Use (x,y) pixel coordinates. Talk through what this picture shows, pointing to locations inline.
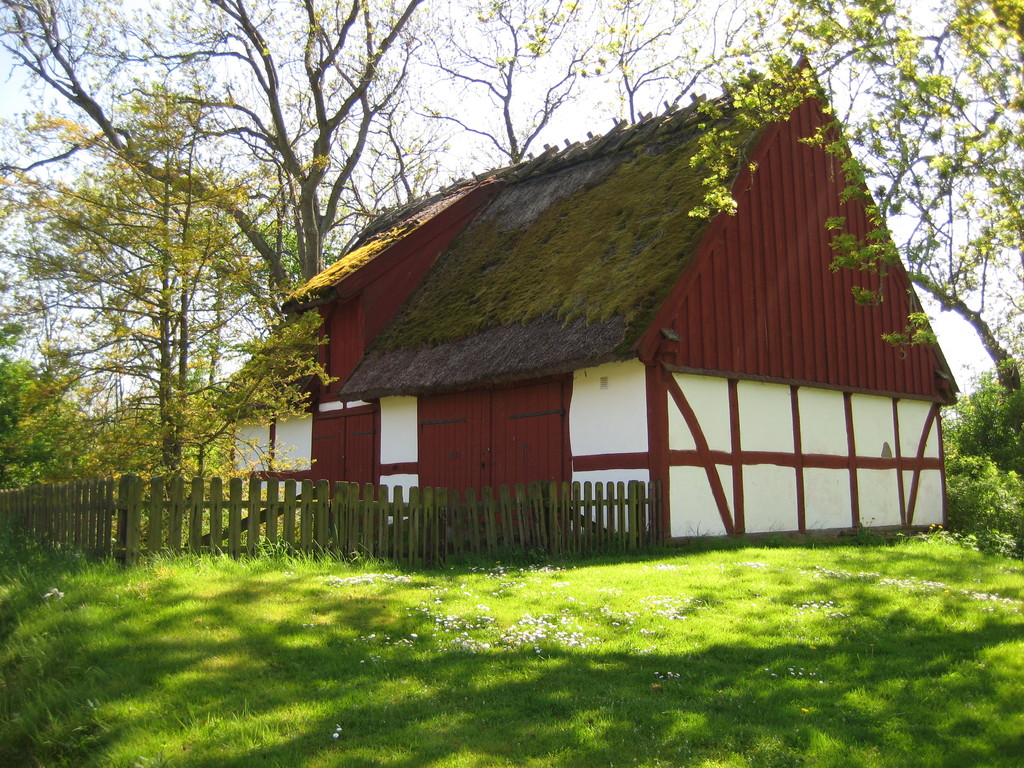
In this image there is a hut (668,419) with wooden fencing (467,523). There is grass (525,651). There are trees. There is a sky (447,170).
